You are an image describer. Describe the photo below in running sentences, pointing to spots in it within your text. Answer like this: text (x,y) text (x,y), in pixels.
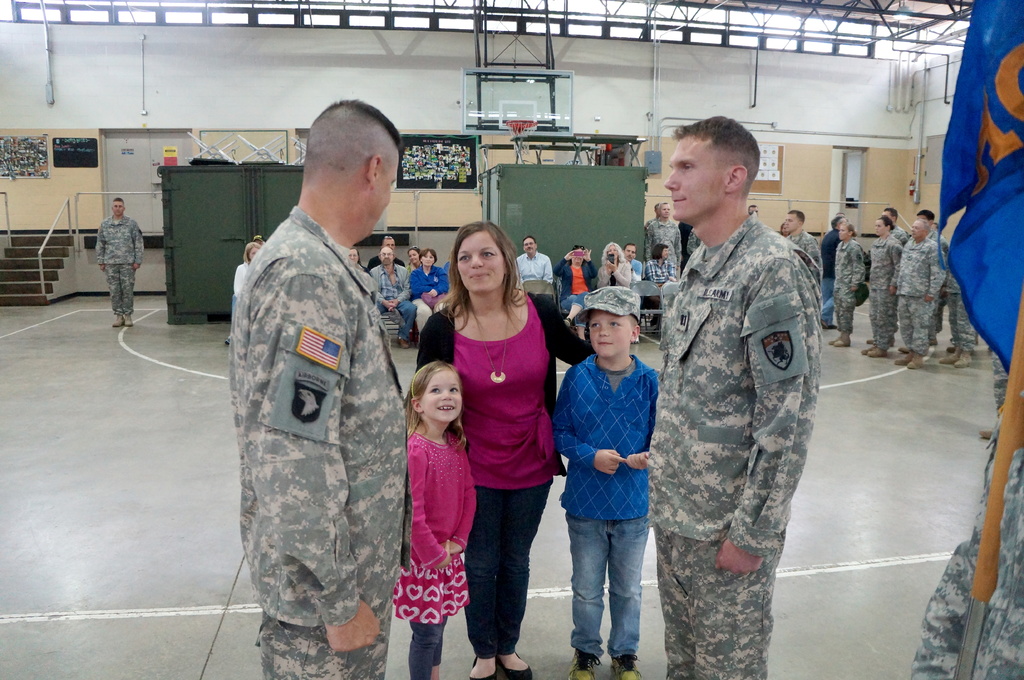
In this picture we can see a group of people (702,476) on the ground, some people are sitting, some people (605,423) are standing and in the background (404,223) we can see a wall (154,245).
